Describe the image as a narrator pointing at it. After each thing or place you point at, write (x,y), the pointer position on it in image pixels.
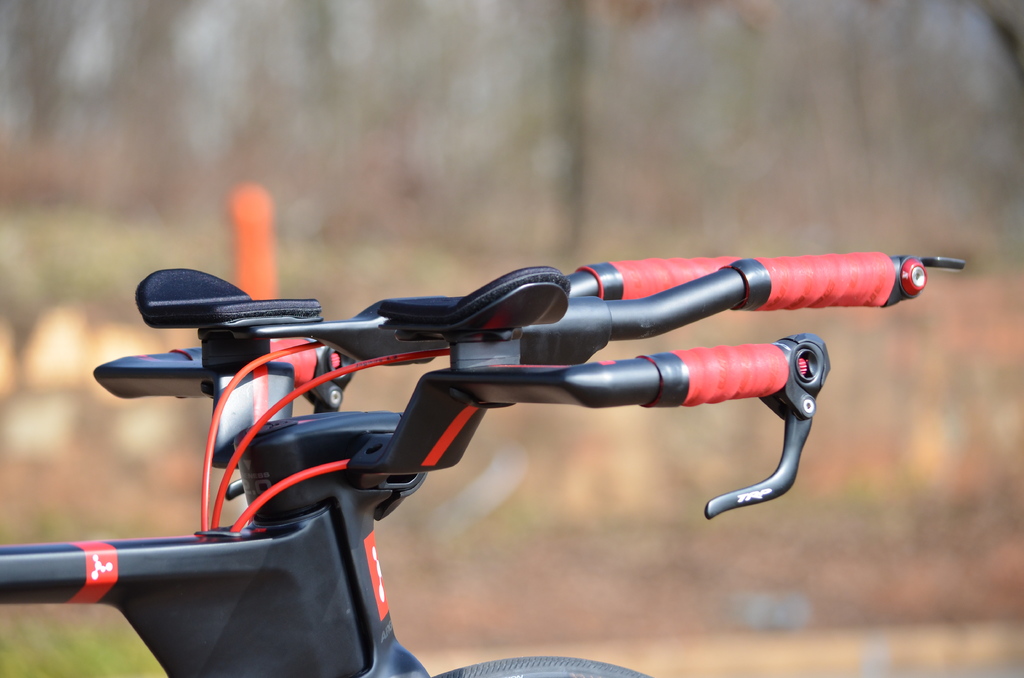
In this image there is a bicycle (272,632). Background (85,119) there are few trees (469,82) and plants (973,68) on the land (864,552).
